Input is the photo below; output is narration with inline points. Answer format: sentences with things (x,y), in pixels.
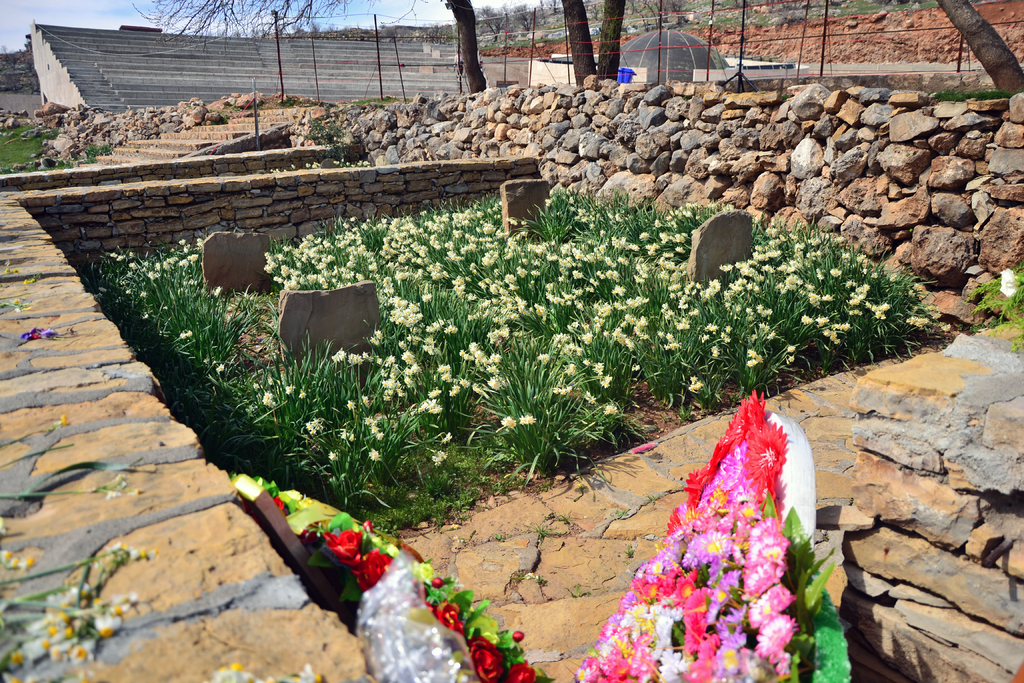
In this image there is a field (364,443). There are some flower plants (448,320). There is a boundary (269,181) to it. In the foreground (773,512) there is a board (778,422) on it there are many flowers (362,559) are there. There is fence (645,50) around the field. This is looking like a gallery (114,82). There are trees (989,27). The wall (668,110) is made up of stones (955,176). There are stairs (222,134).
